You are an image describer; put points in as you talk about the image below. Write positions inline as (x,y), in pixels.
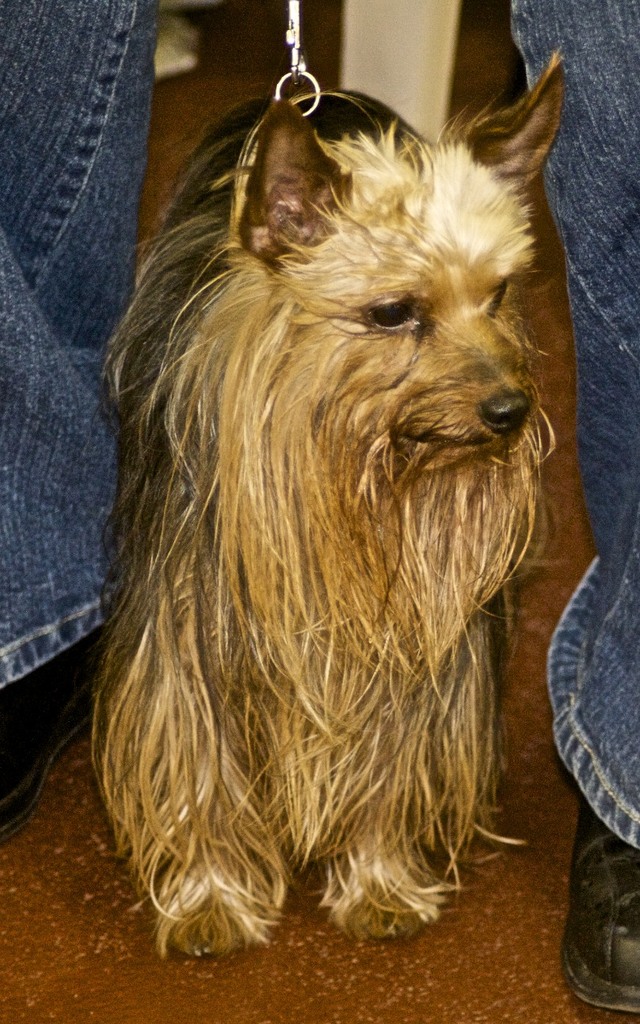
In this picture there is a person (76,107) standing and there is a dog (280,890) standing. At the back (386,57) there is an object (382,28). At the bottom (408,980) there is a floor (448,971).
